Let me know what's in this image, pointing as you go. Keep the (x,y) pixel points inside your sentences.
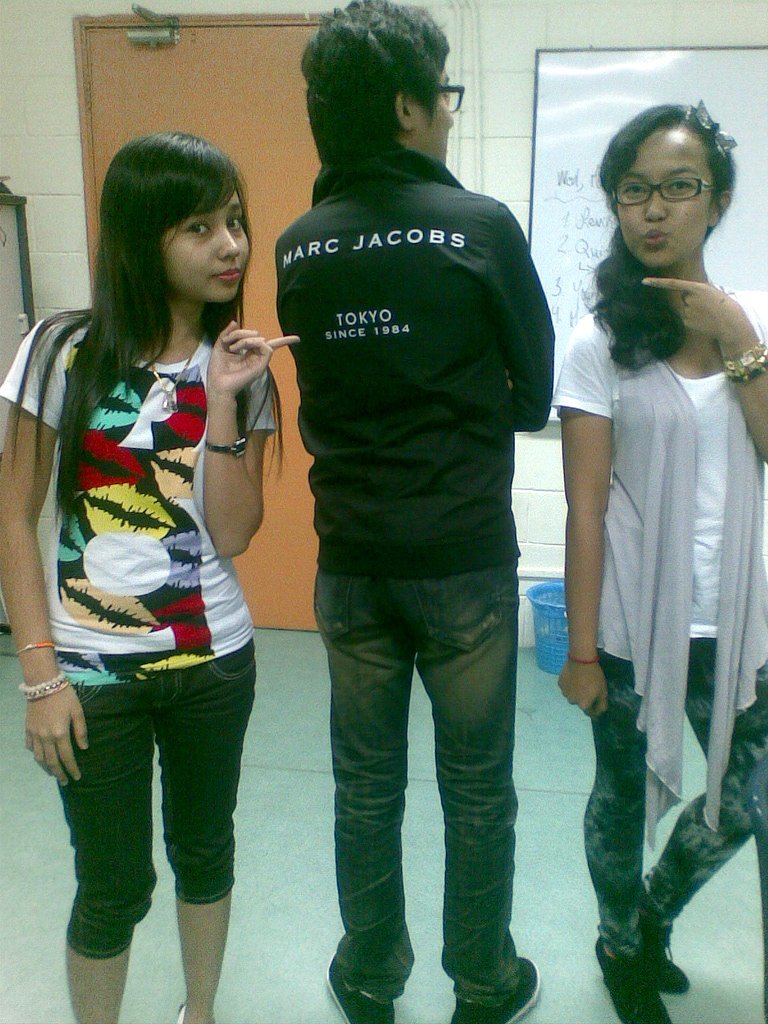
In this image I can see a man (353,519) and 2 women (631,661) are standing on the floor (432,756). In the background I can see a white color board (573,257) on which something written on it and some other objects (553,621) on the ground (521,645).
